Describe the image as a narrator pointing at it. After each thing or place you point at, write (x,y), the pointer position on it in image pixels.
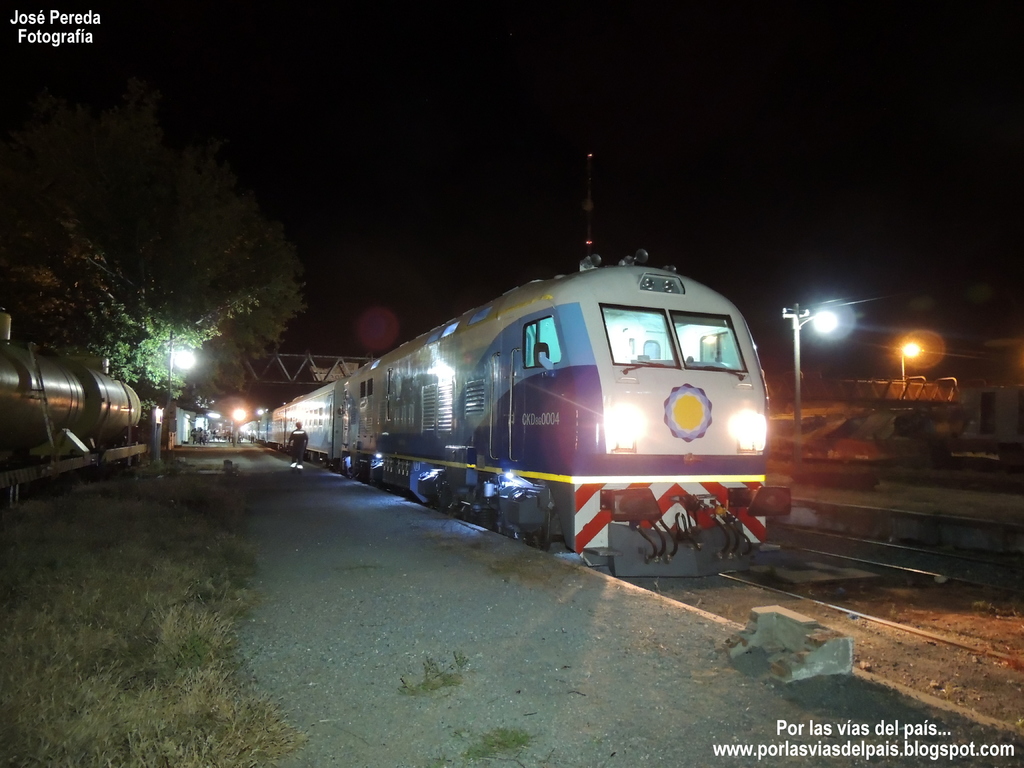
This is a night view picture. There are number of trees (218,303). Under the trees (161,368) there is a light pole (191,363). The train (555,431) is on train track (795,593). This is a platform (349,547). The person (298,450) is standing on a platform (295,486). A pole (801,419) with light (812,318).
